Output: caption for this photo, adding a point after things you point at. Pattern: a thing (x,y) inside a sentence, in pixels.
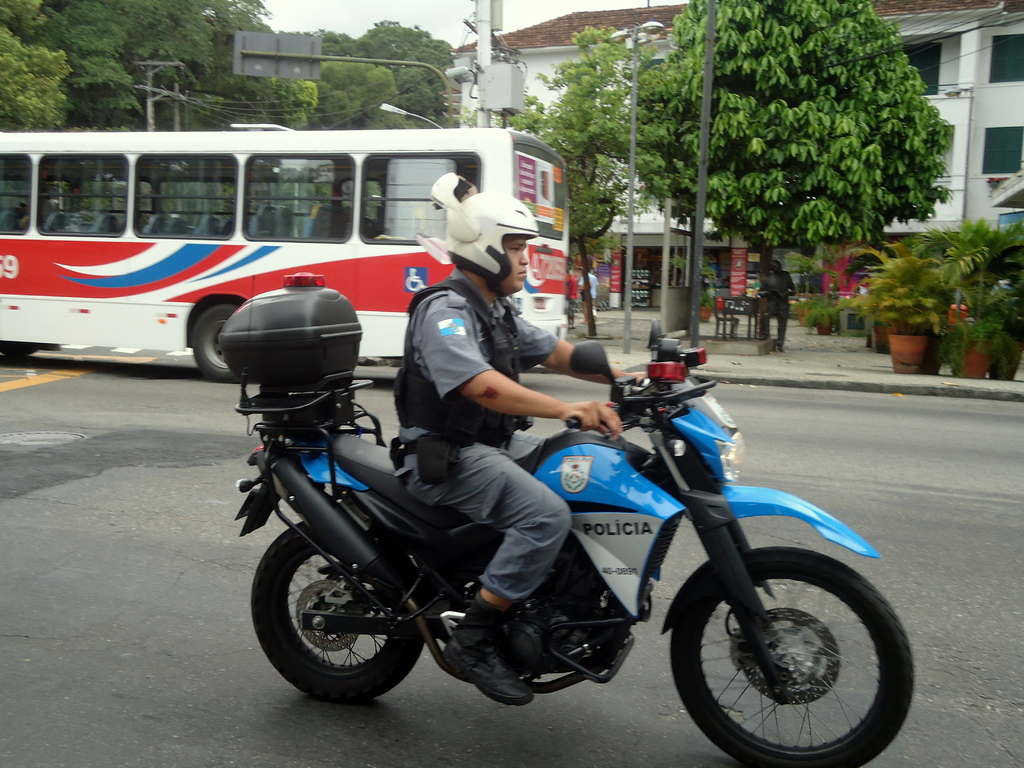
In this picture there is a man (517,203) riding a bike (651,393) on a road (952,583). He is wearing a white helmet (493,267), black jacket (491,339), grey shirt (476,339), grey trousers (500,457) and black shoes (513,613). There is a tool kit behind him. In the background (281,247) there is a bus (374,157), tree (825,175), plants (967,245) and a building (975,96).
